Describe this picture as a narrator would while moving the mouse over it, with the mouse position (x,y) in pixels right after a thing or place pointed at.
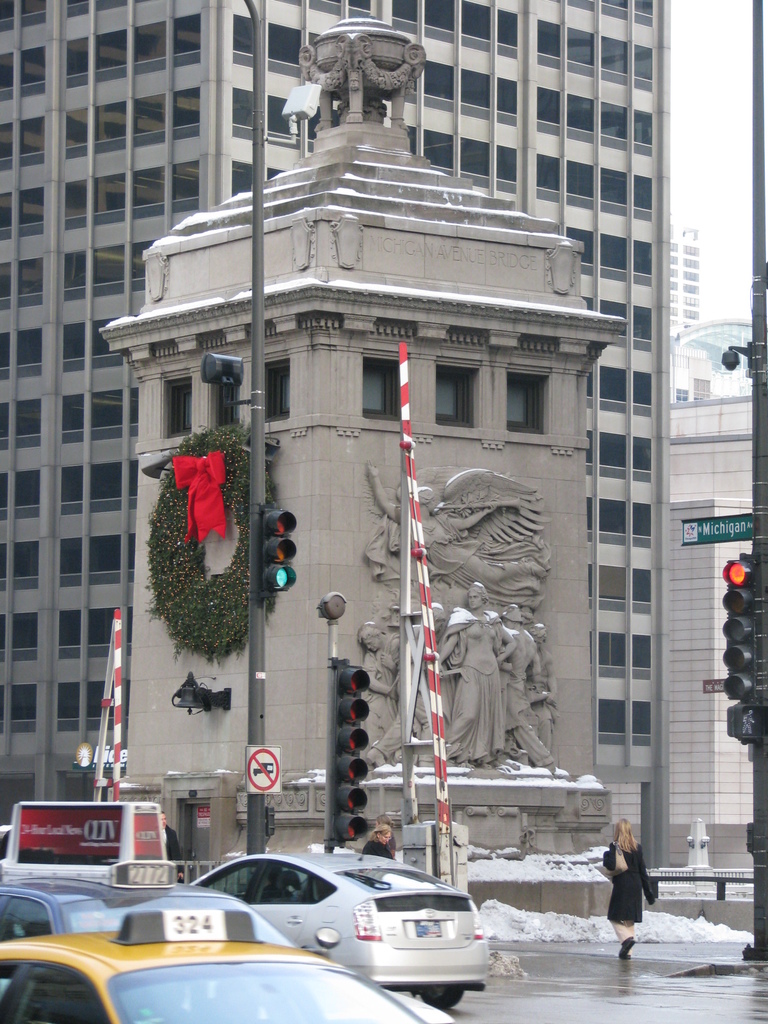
In this image I can see buildings (381,810). There are three persons (381,826), sculptures (537,630), vehicles (361,860), signal lights (365,797), poles (410,664) and name boards (269,780). Also there is sky (727,160).
